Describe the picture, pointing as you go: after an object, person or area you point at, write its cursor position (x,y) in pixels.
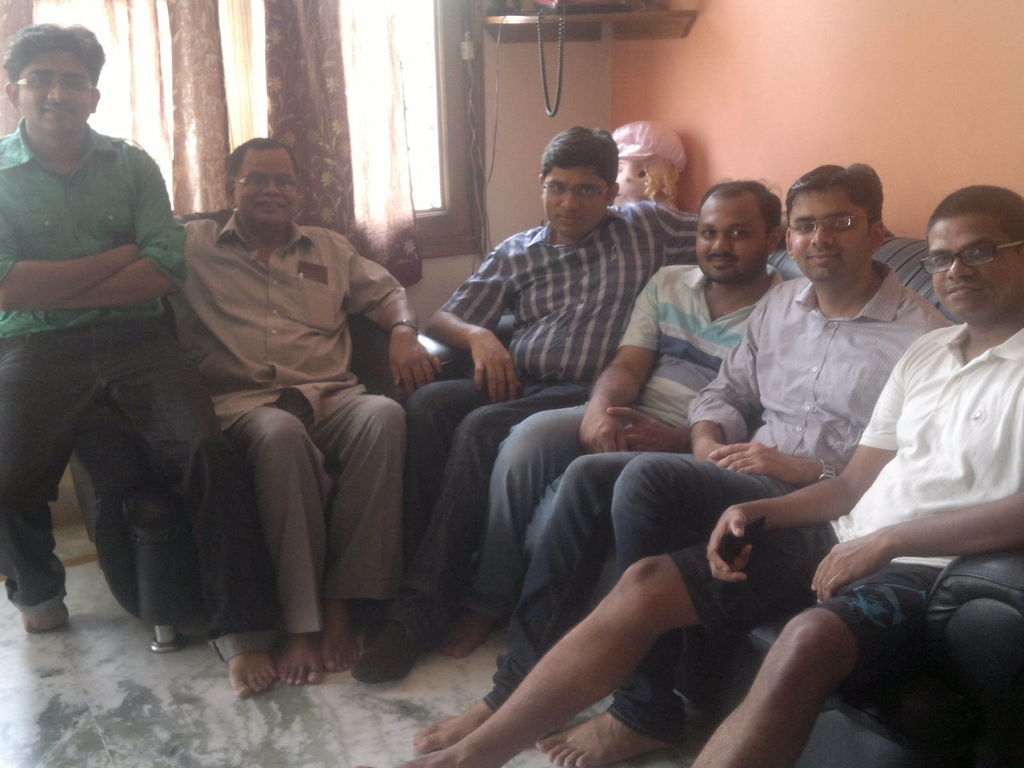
In this picture we can see a group of people (509,490) are sitting on a couch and a chair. Behind the people (948,265) there is a toy (655,155), curtains (269,87) and a wall (524,95).
